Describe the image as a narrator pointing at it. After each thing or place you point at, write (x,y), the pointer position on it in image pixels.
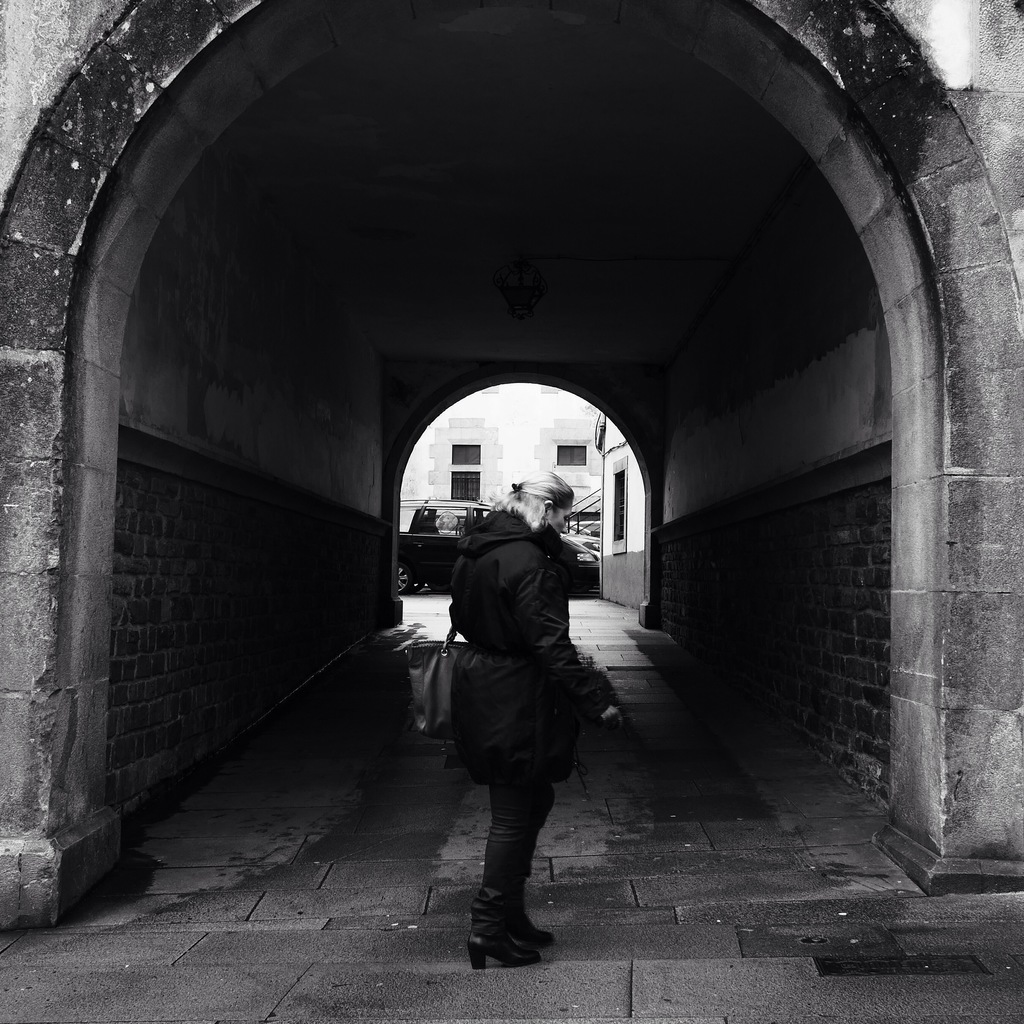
This is black and white picture, in this picture there is a woman (486,724) standing and carrying a bag (417,684) and we can see tunnel (814,295). In the background of the image (625,514) we can see a car (415,545), walls (583,481) and windows (463,449).
